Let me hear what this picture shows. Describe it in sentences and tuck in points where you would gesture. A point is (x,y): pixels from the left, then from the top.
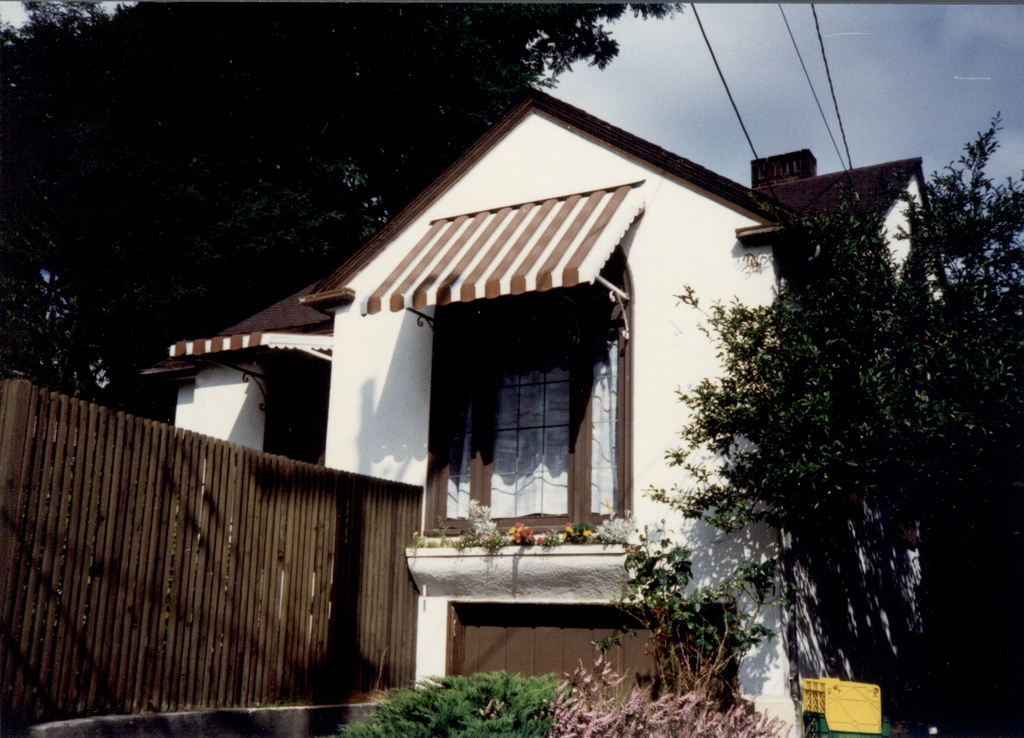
In this image I can see a house (625,373) which is white in color, the railing (244,540), few trees (867,390) which are green in color, few windows (553,439), a yellow colored object (843,715) and few wires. In the background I can see few trees (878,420) and the sky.
